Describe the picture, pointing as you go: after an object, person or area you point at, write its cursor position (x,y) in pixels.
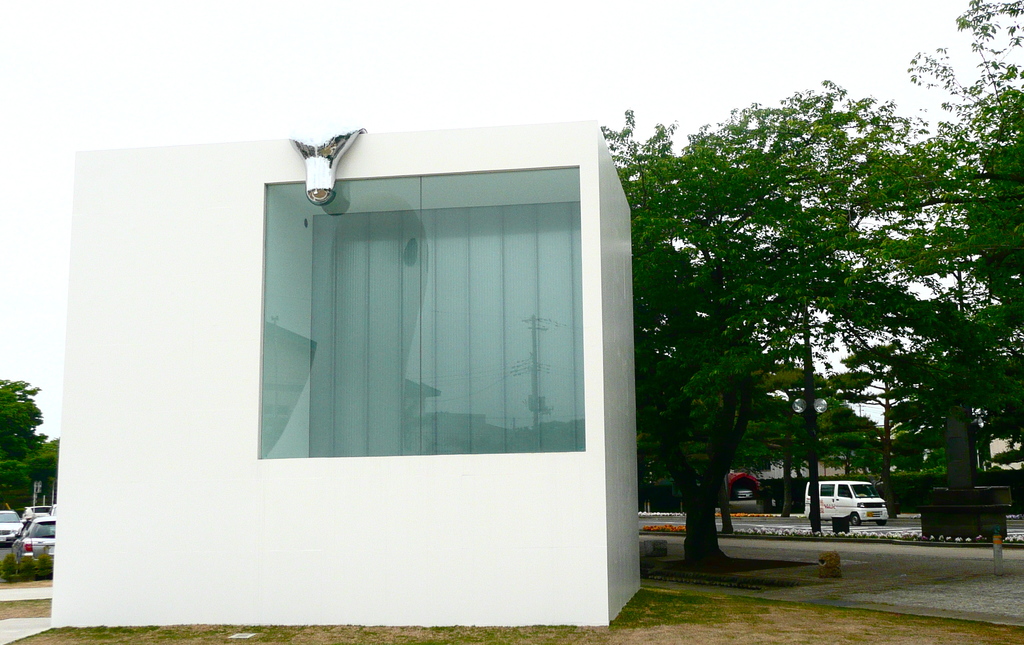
In this image we can see there are vehicles (50,525) on the road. There is a room (402,367) with glass (415,266) and light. And there are trees (871,191), poles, grass (689,613) and the sky (165,75).
